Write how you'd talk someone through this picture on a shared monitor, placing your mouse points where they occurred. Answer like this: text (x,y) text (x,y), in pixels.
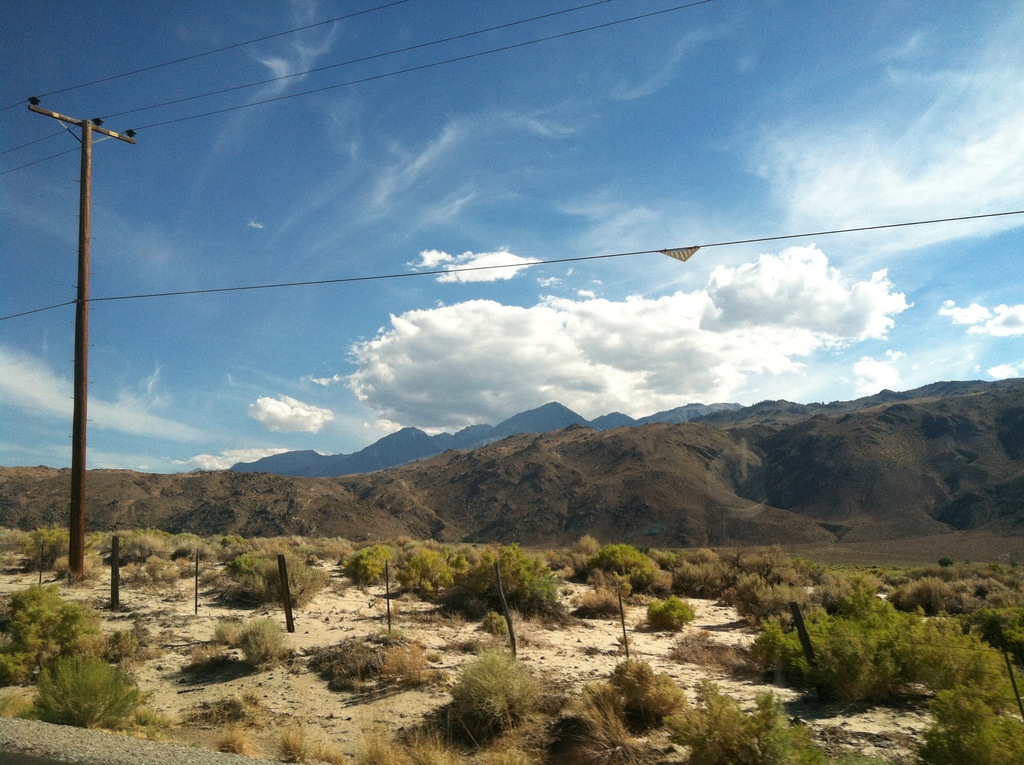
In this image we can see an electric pole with cables (157,294) on top of it, on the surface (330,579), we can see some plants (467,584), in the background of the image (257,466) there are mountains (307,511).
